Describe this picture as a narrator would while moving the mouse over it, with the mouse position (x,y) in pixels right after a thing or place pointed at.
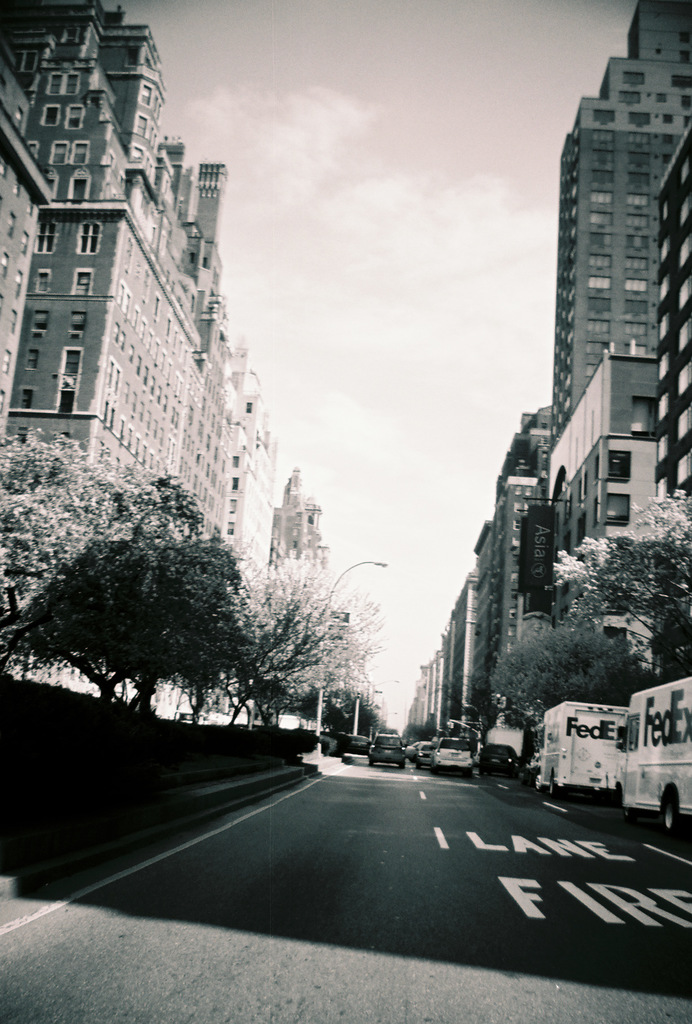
In this picture there are buildings (662,320) and trees (497,680) and there are street lights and there are vehicles (377,765) on the road (353,808). At the top (387,57) there is sky (425,56) and there are clouds (283,234). At the bottom (493,836) there is text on the road (356,881).
